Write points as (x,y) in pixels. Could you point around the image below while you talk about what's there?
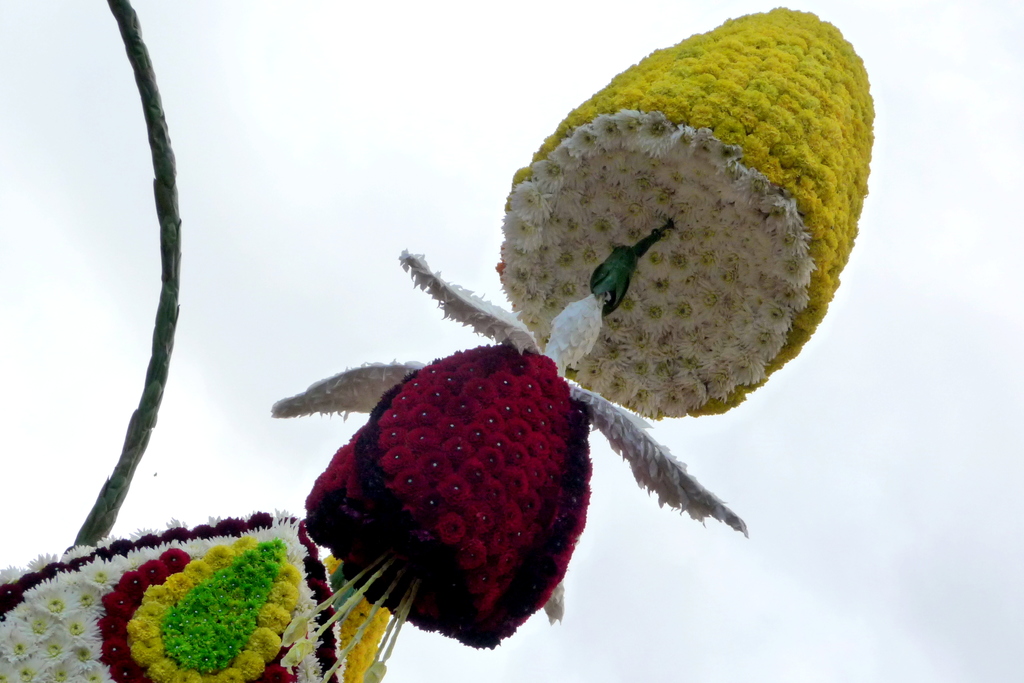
In this image I see flowers (673,215) which are of white, yellow, green and red in color and in the background (870,432) I see the cloudy sky (390,101) and I see the green color thing (99,505) over here.
